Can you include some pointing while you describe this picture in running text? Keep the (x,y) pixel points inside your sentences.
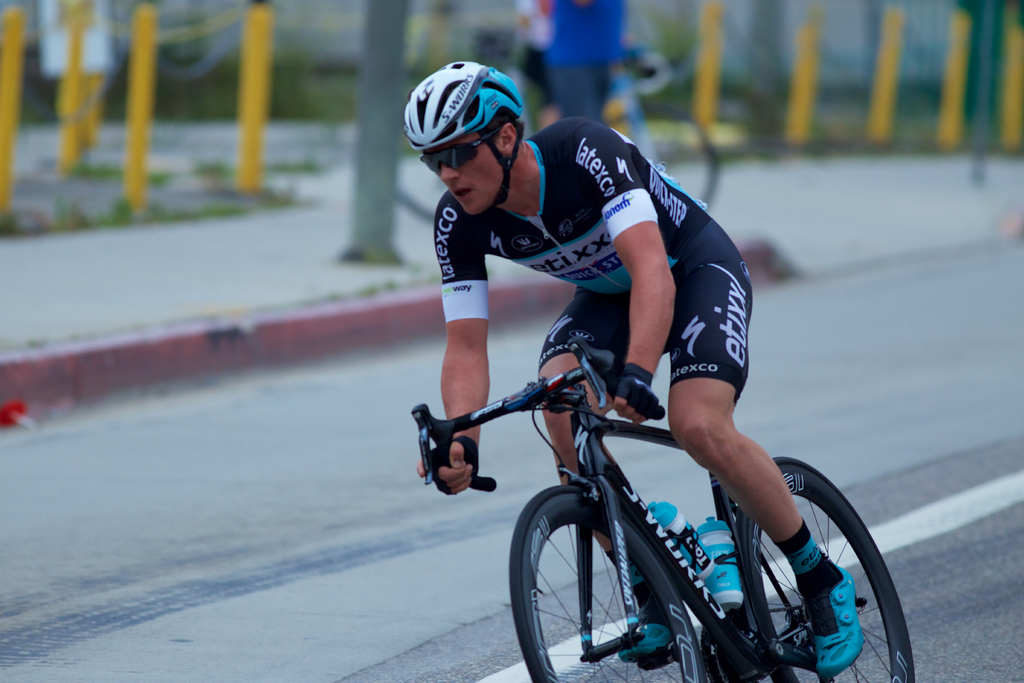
In this image I can see the person (610,348) riding the bicycle (557,405). I can see the person (651,634) wearing the jersey (597,236), goggles (453,157) and helmet (443,119). To the side of the person (440,163) I can see an another person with the bicycle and some ash and yellow color poles (380,107) can be seen but it is blurry.
